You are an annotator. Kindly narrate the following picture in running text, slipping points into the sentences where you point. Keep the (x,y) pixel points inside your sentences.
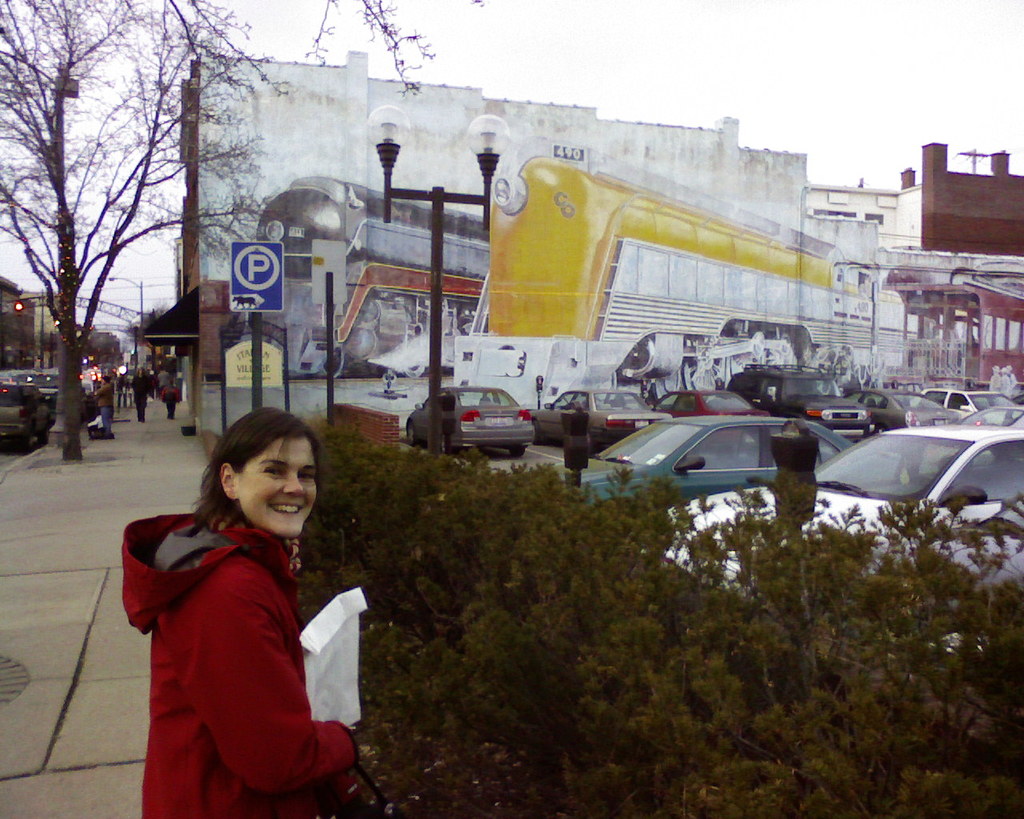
There is a parking area (588,422) and there are many vehicles (695,421) parked inside the parking area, outside that there is a street light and a parking board (247,303) and beside that there is a footpath (79,538). On the footpath (149,452) there are some people (145,384) walking and in the front (261,642) there is a woman (291,643) standing in front of the plants (485,613) and she is wearing red sweater (243,612) and she is also smiling. In the background (31,409) there are some other vehicles (45,370) moving on the road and beside the road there is a big building (501,199). In the background (847,117) there is a sky (870,104).
